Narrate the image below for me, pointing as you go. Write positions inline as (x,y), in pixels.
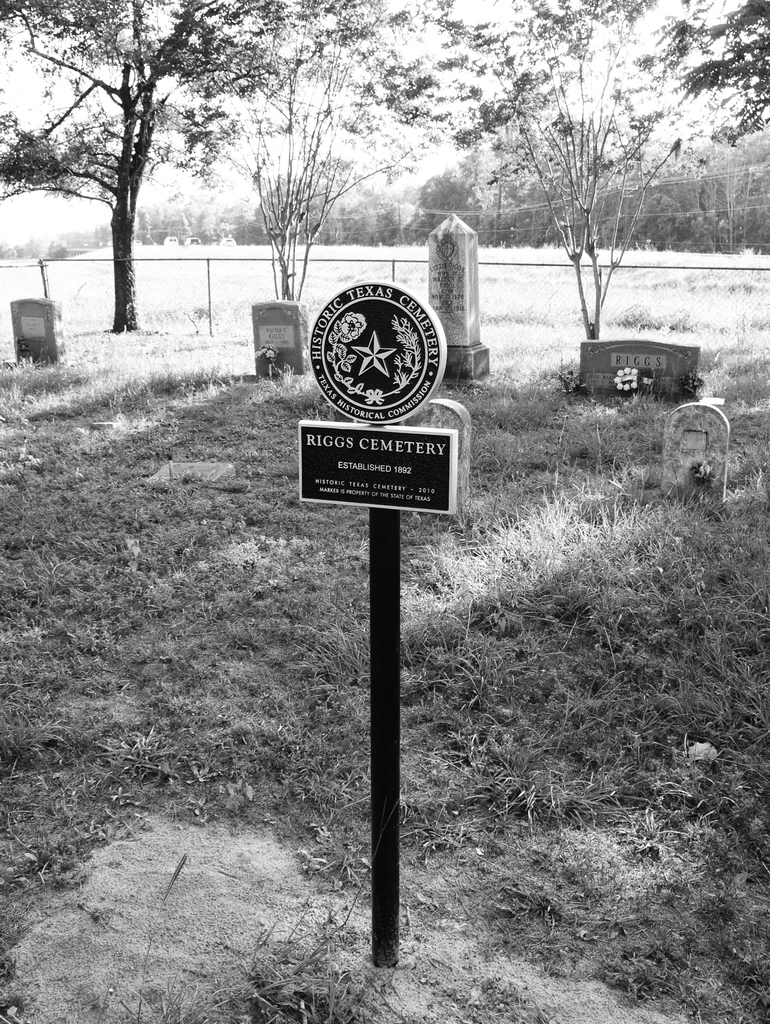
This is a black and white image. In this image we can see a black color rod (347,325) with some text (350,441) on it. In the background of the image (329,222) there are trees (417,244). There are graves (454,296). At the bottom of the image (474,788) there is grass (182,676).
